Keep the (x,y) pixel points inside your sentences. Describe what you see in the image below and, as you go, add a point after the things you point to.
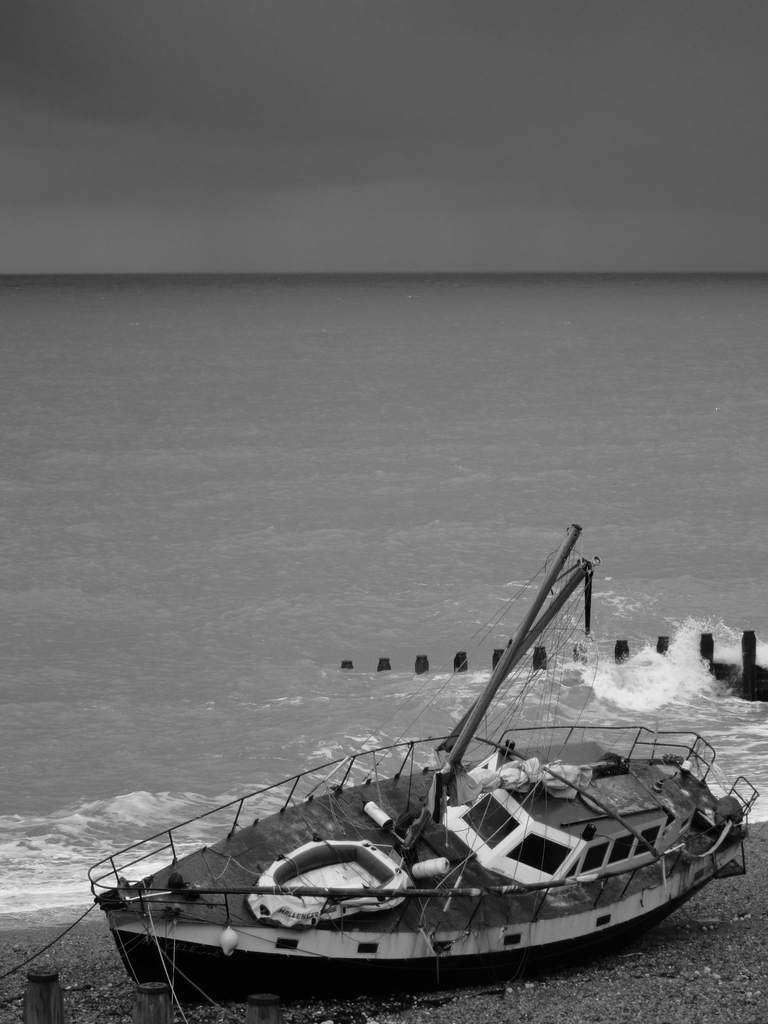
This is a black and white image. In this image we can see a ship (524,876) on the sea shore (630,967). We can also see some wooden poles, a large water body (512,539) and the sky (307,95) which looks cloudy.
